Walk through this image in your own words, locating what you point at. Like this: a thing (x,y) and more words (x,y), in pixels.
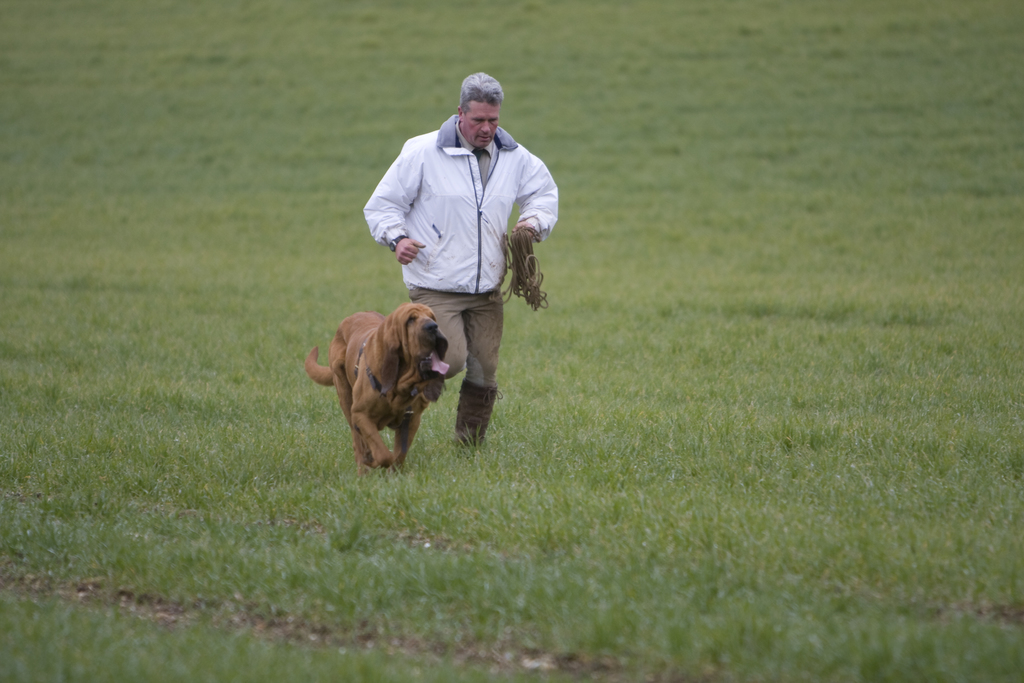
In this image, I can see the man (424,300) and a dog (419,390) running. This is a grass (458,558), which is green in color. I can see the man (474,263) holding the rope (530,253). He wore a jerkin (502,237), trouser (488,335) and shoes (475,418).
